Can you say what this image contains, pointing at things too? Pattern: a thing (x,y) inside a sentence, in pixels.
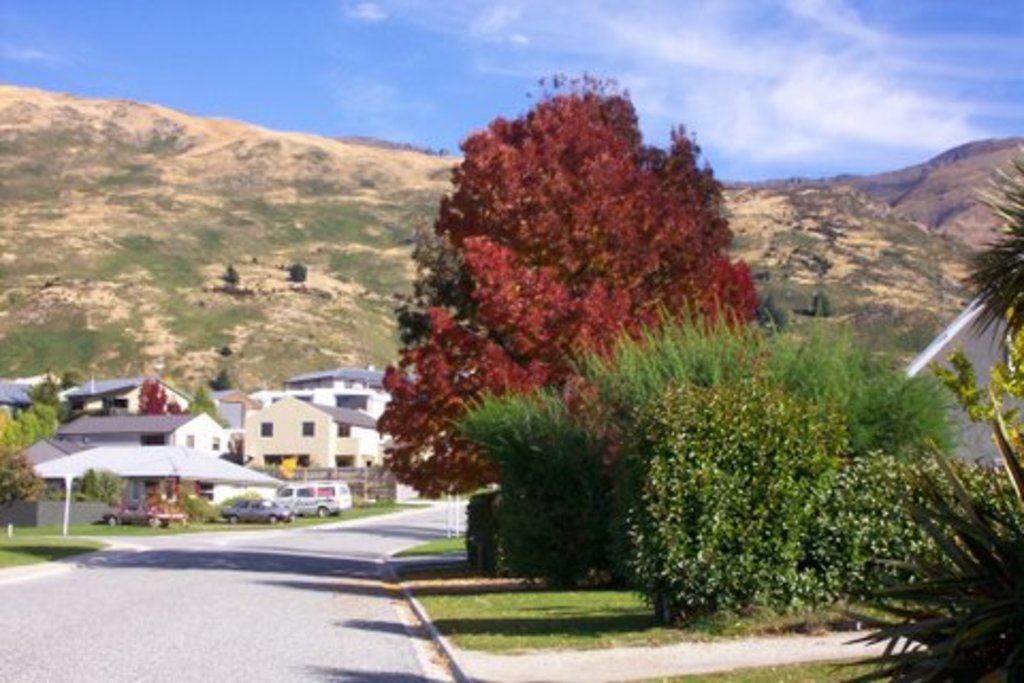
In this picture we can observe a road (264,578). There is a red color tree (535,304). We can observe some plants (731,461) on the ground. In the background (122,462) there are houses (226,413) and a hill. We can observe a sky (798,69) with some clouds (766,71).
